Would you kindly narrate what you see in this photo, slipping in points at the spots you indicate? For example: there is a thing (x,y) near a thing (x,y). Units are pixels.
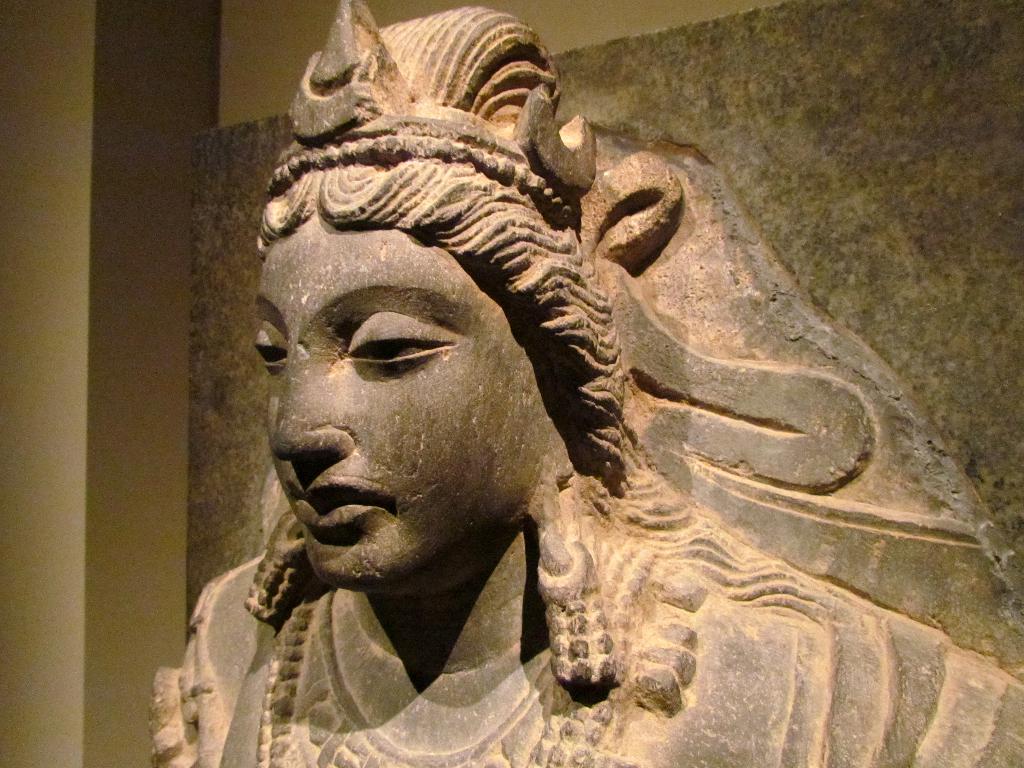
In this picture we can see a sculpture (571,608) on the wall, on the left side (139,433) we can see a pillar (165,414).
